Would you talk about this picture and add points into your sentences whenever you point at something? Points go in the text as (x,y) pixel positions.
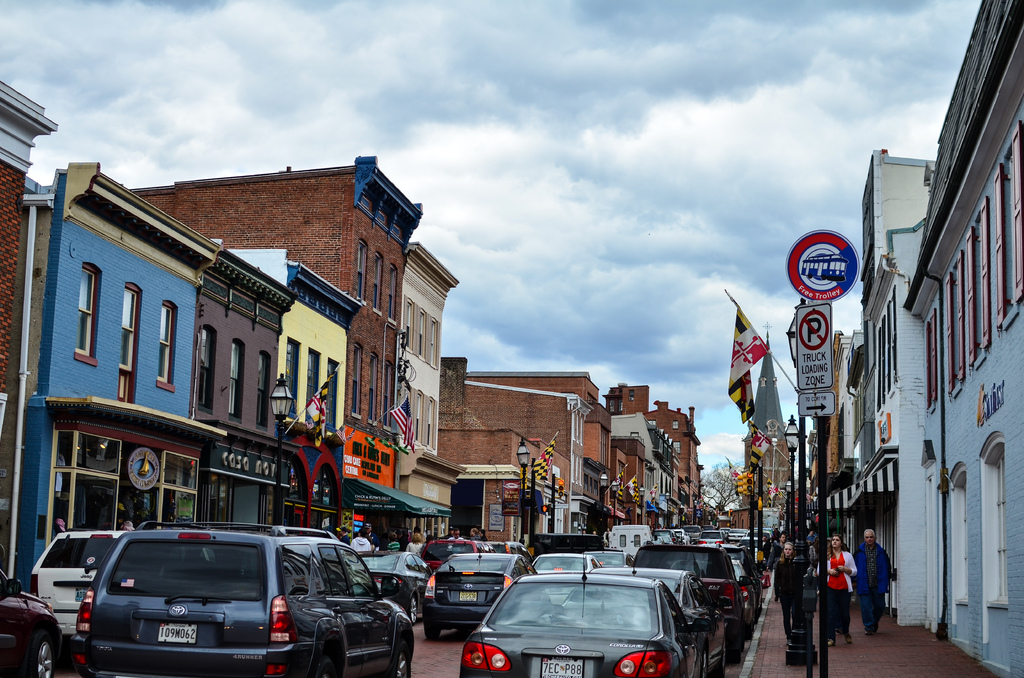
In this image, we can see vehicles (563,563) and people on the road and in the background (363,418), there are buildings (361,427), flags (405,431), poles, lights (794,331), name boards (798,380) and sign boards (817,346), trees (722,484) and we can see some people (831,567) on the side way (855,654). At the top (351,101), there are clouds (620,147) in the sky (644,285).
